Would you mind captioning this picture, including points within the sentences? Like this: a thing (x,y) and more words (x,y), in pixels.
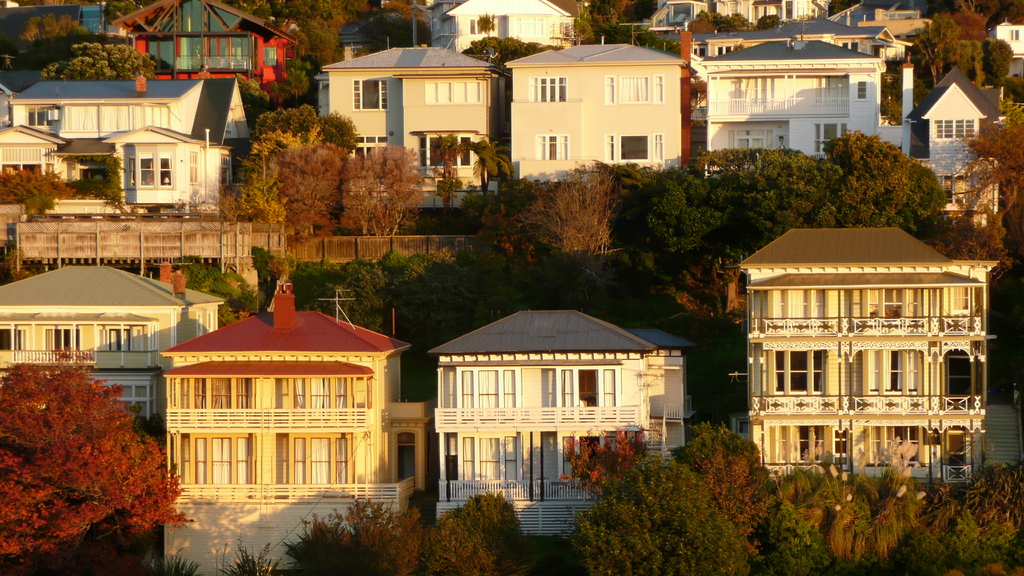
In this image I can few trees (935,534) in green color and I can also see few buildings (621,392) in white, cream and brown color.
